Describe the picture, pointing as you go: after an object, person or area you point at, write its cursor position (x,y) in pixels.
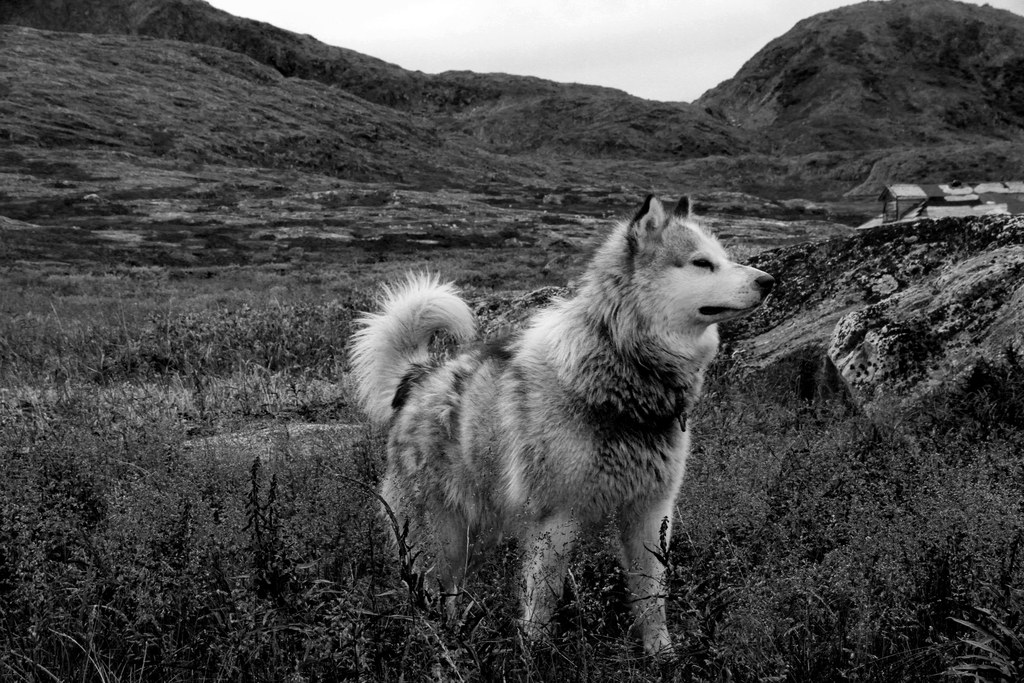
This is a black and white image. Here I can see an animal (579,384) looking at the right side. At the bottom (113,595) there are some plants (270,590). In the background (408,130) there are few rocks (1000,337). At the top of the image (653,31) I can see the sky (494,40).
